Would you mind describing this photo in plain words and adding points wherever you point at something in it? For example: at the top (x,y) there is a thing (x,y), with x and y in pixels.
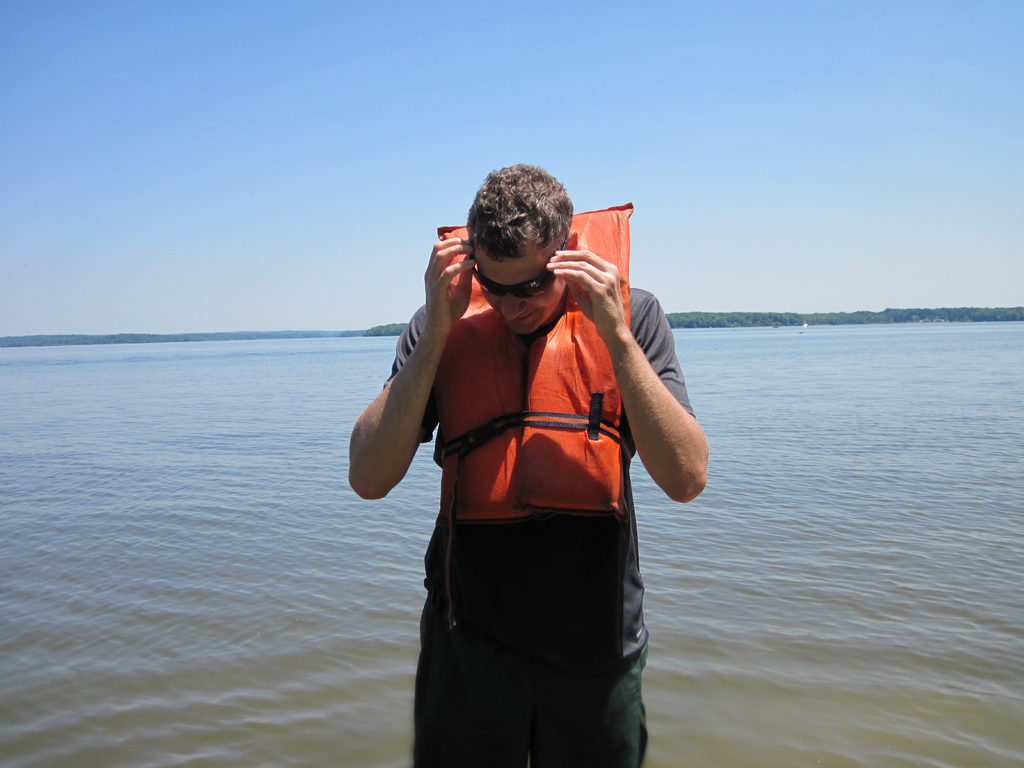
In this image there is a man (619,636) standing. He is wearing a life jacket (517,506). He is putting spectacles (523,287). Behind him there is the water (808,520). In the background (785,319) there are trees (65,344). At the top (372,125) there is the sky (372,125).
